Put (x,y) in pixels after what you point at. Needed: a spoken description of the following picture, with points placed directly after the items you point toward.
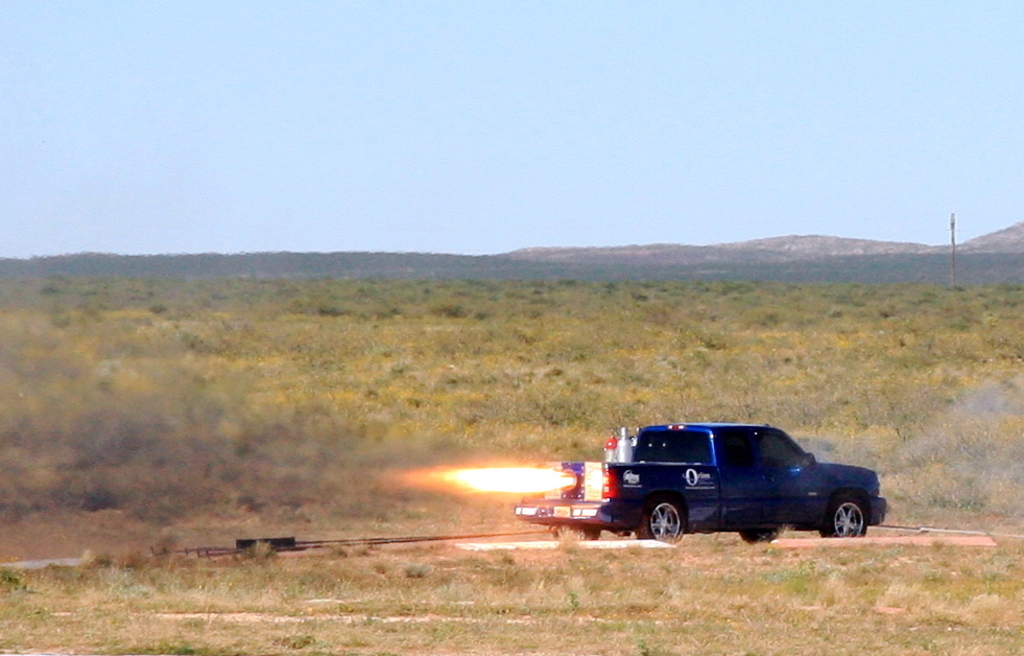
In this picture I can see a mini truck (733,478) and few items (598,494) in the truck (647,473) and I can see a pipe (578,478) emitting fire (476,488) from the vehicle (546,503). I can see trees (644,351), plants (597,354) and grass (491,443) on the ground (519,379). I can see a hill (760,252) in the back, a pole (954,271) on the right side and I can see a blue sky (928,208).
